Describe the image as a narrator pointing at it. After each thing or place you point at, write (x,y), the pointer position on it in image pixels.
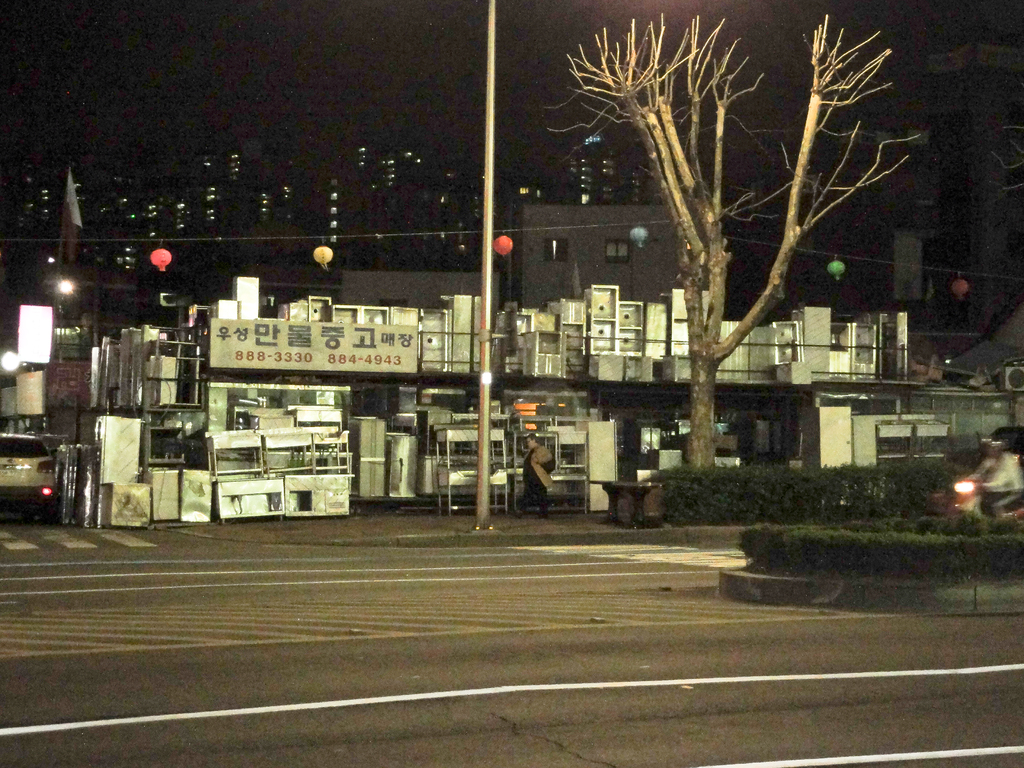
In this image, we can see a dry tree (718,358) in front of the shop (595,425). There is a person (1008,456) on the right side of the image (997,475) riding a bike (969,499) in between plants (801,505). There is a pole (483,518) on the road (463,555). There are some buildings (362,281) in the middle of the image (563,268). There is a car (34,469) on the left side of the image (36,471). There is a sky (360,75) at the top of the image (379,43).
